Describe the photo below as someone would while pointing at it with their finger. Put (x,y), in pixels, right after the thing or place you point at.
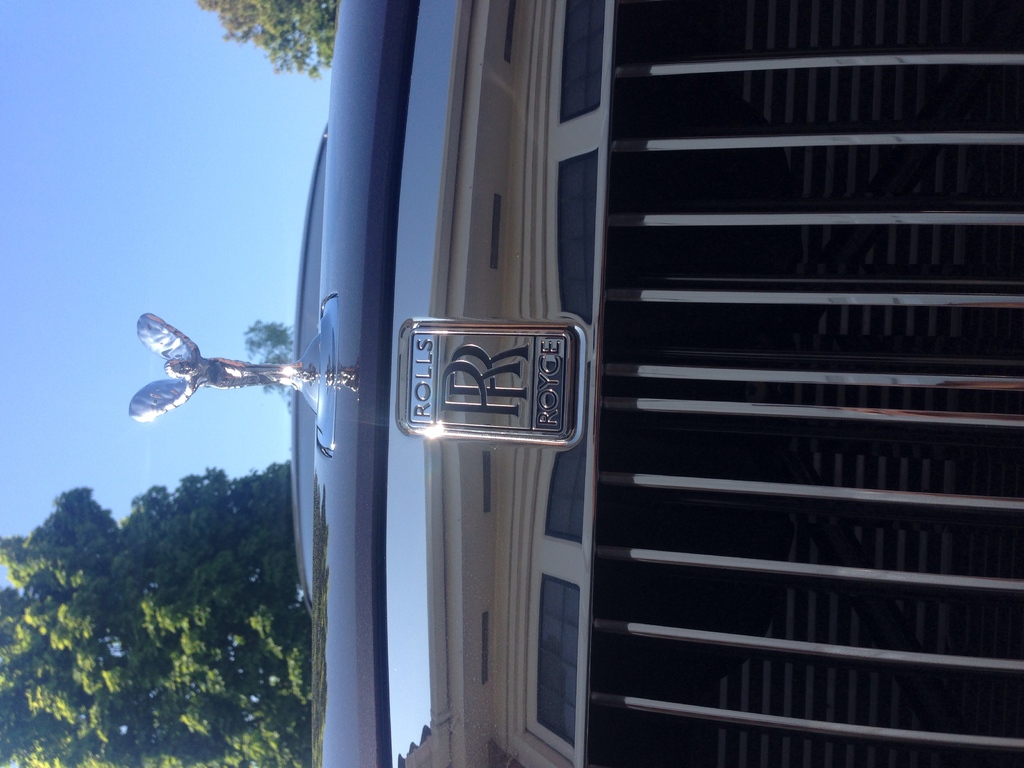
In the center of the image (449,343) we can see the text (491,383), logo (461,377) and sculpture (316,359) on the vehicle (761,372). On the left side of the image (84,459) we can see the trees (92,515) and sky (94,336).
